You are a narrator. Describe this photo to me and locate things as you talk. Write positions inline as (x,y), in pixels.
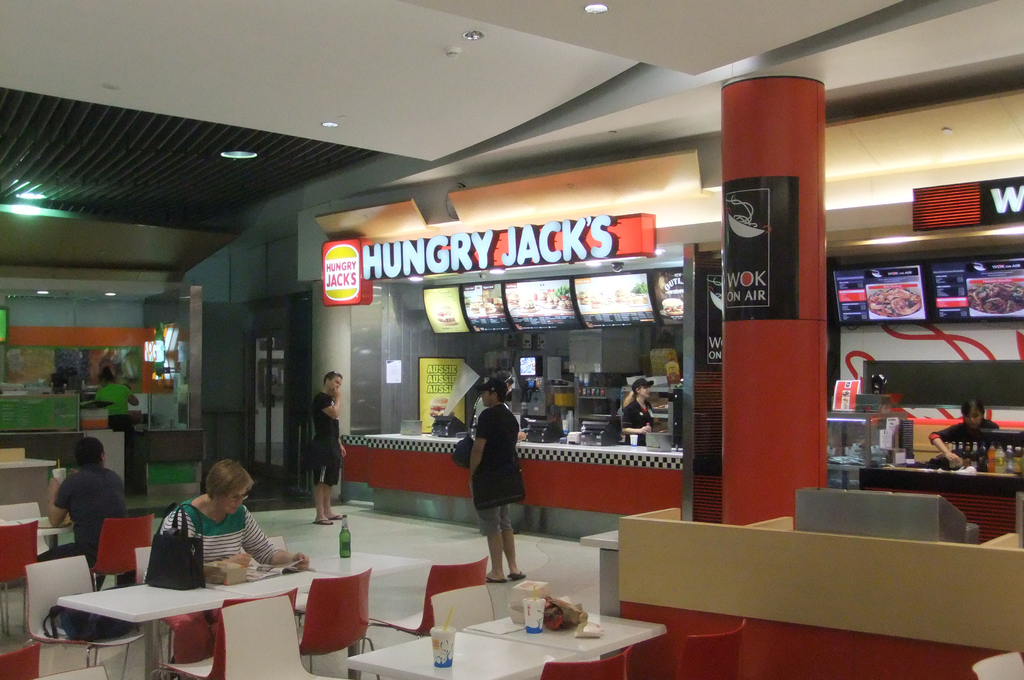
In a restaurant (364,369) there is food ordering area (663,410) where woman (646,415) are standing to take order and on other side there are few woman (508,506) standing to take order and on other side tables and chairs (700,672) are arranged where a woman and man (72,505) are sitting.
